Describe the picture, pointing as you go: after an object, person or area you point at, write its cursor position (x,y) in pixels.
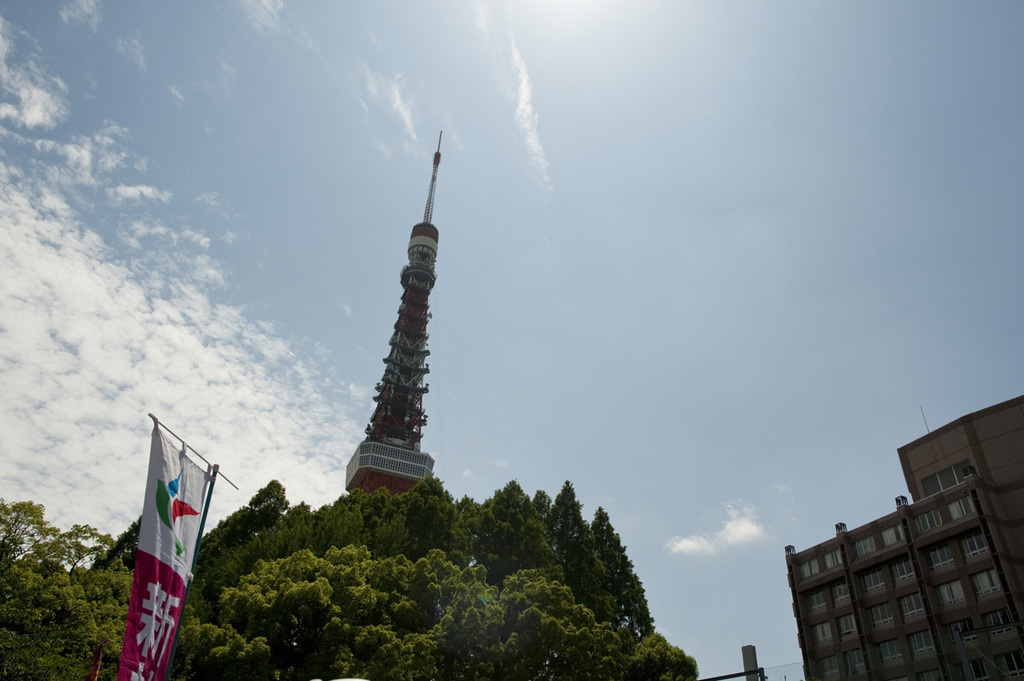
In this picture we can see the tower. At the bottom (437,573) we can see many trees (572,608). In the bottom right corner (827,597) there is a building (835,622). In the bottom left corner (156,672) we can see the flag (144,660). On the top (606,17) we can see sky (634,216) and clouds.
